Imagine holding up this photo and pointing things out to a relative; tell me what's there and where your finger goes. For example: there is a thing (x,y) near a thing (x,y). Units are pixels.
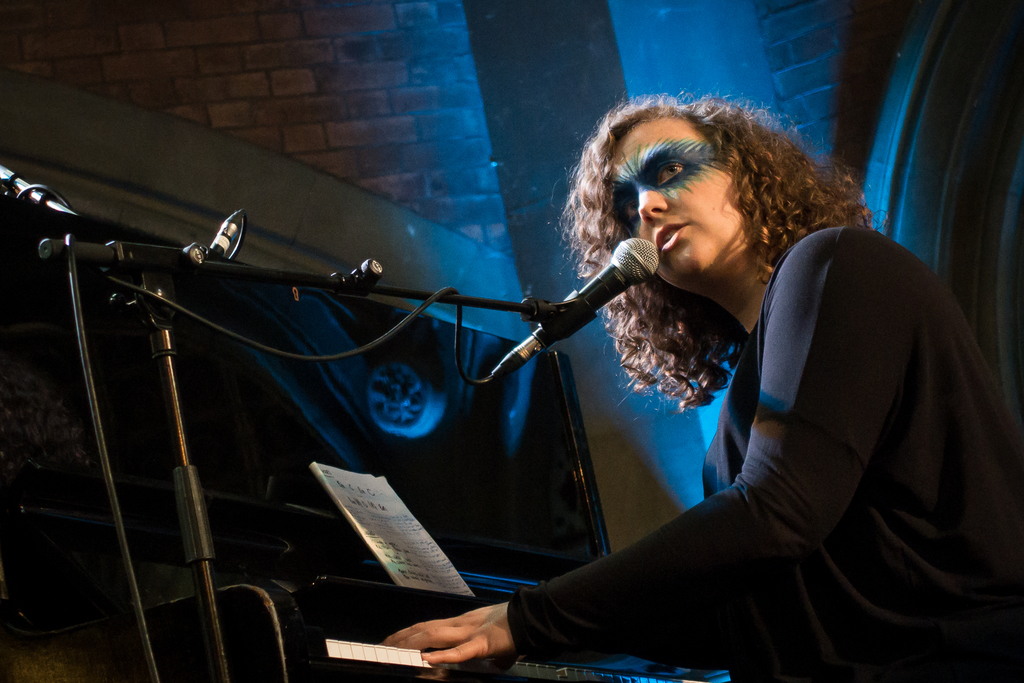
In this a woman (719,316) is sitting in-front of a piano (475,570). She is looking at a side, singing. She has brown curly hair (735,128). She has a mic (575,292) in front of her.
